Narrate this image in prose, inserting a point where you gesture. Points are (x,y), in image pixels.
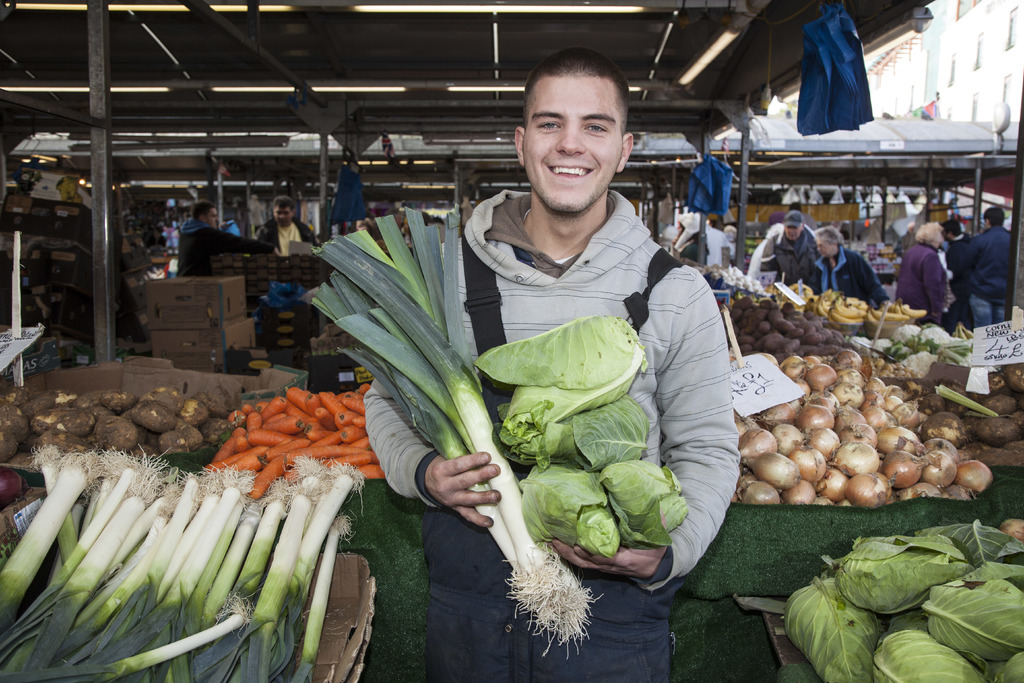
In the picture I can see people (719,340) are standing among them the man (658,400) in the front of the image (547,430) is holding vegetables (546,439) in hands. In the background (293,407) I can see carrots (316,415), onions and some other vegetables (1,416). I can also see boxes (217,297) and some other objects (817,210) in the background (813,212).
